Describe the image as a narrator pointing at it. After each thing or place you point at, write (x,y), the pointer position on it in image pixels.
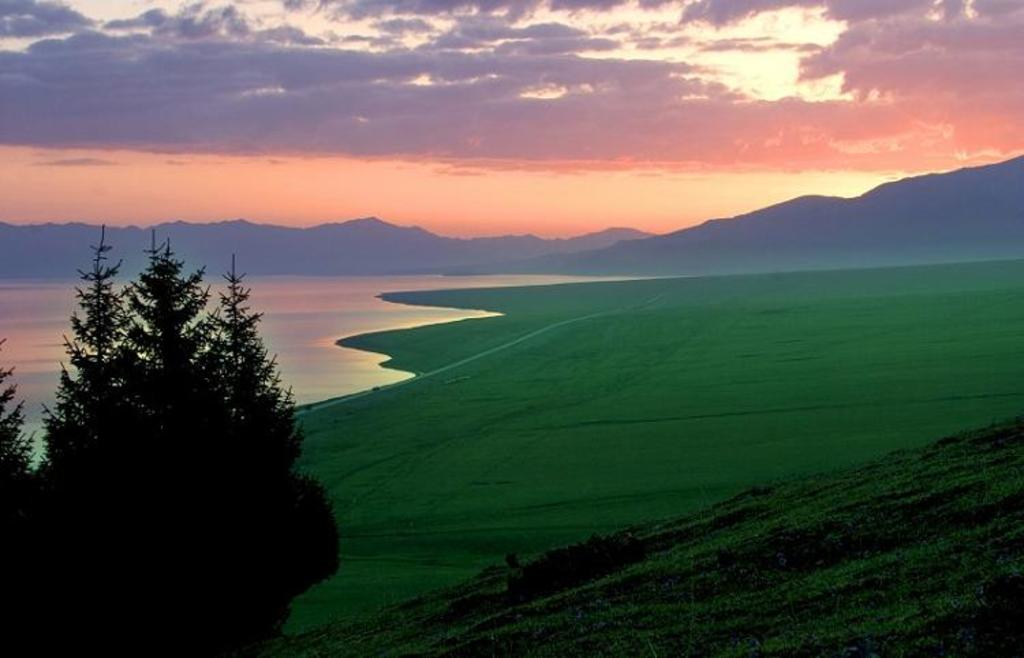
This picture shows water (419,280) and we see cloudy sky (726,66) and a tree (260,525) and we see grass (788,633) on the ground (806,627) and we see hills (686,254) and sunlight (673,205).
